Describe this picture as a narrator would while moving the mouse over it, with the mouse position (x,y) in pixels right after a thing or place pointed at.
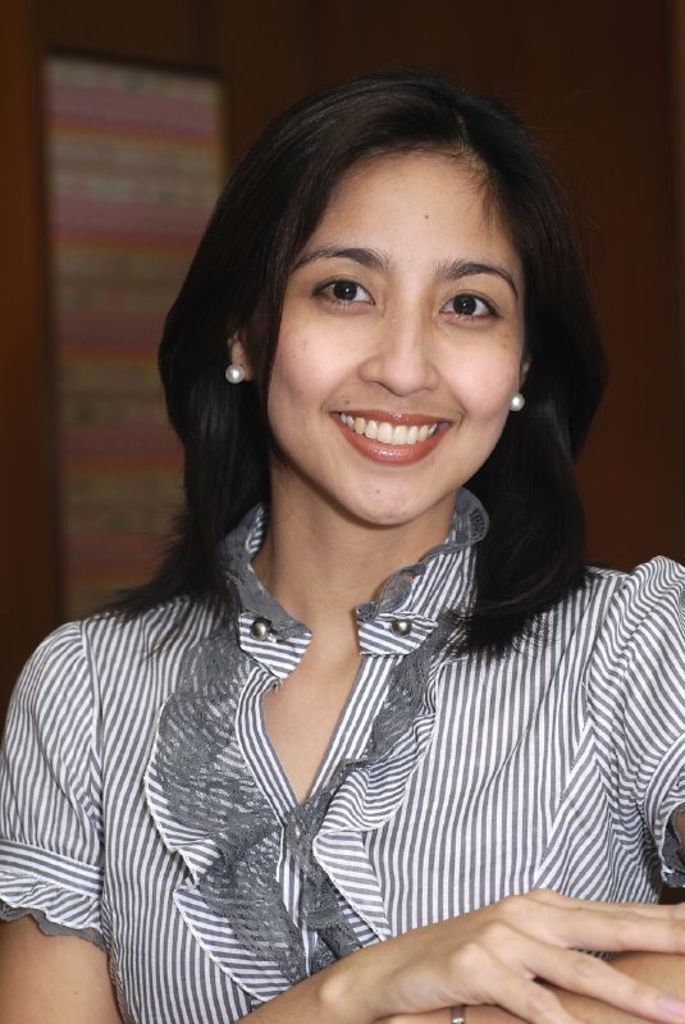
In this image in the foreground (216,590) there is one woman (303,477) who is smiling, and the background (607,439) is blurry but we could see a board (133,202) and wall (295,44).
